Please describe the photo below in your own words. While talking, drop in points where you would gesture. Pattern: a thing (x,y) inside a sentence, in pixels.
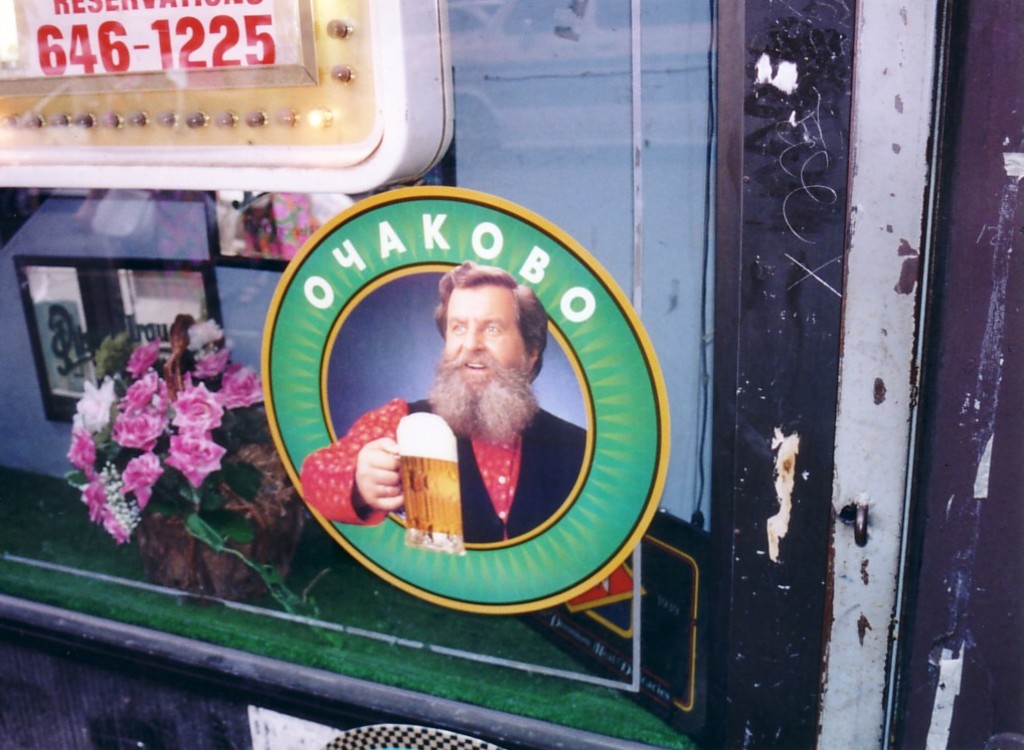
In this picture there is a poster (368,413) on the mirror (679,301) and there is a picture (466,371) of a person (491,470) holding the glass (428,485) and there is a text (353,250) on the poster (481,414). There is a flower vase (133,499) and there are boards (215,60) behind the mirror (15,374) and there is a text (215,60) on the board (63,278).
